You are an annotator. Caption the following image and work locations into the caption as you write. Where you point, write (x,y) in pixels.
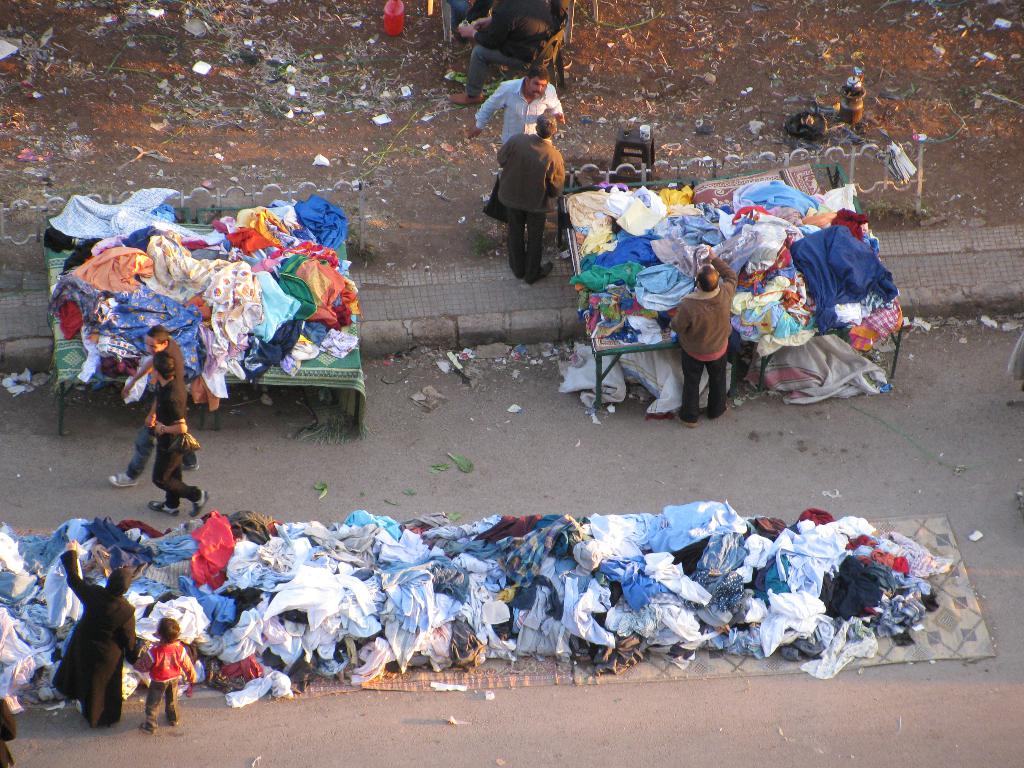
In this image there is a big bundle of clothes (528,632) on the road (835,438) and beside that there are two beds (61,257) with some other bundle of clothes (624,325) also there are some people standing beside the bundles (118,268), behind them there is a big ground (773,51).
